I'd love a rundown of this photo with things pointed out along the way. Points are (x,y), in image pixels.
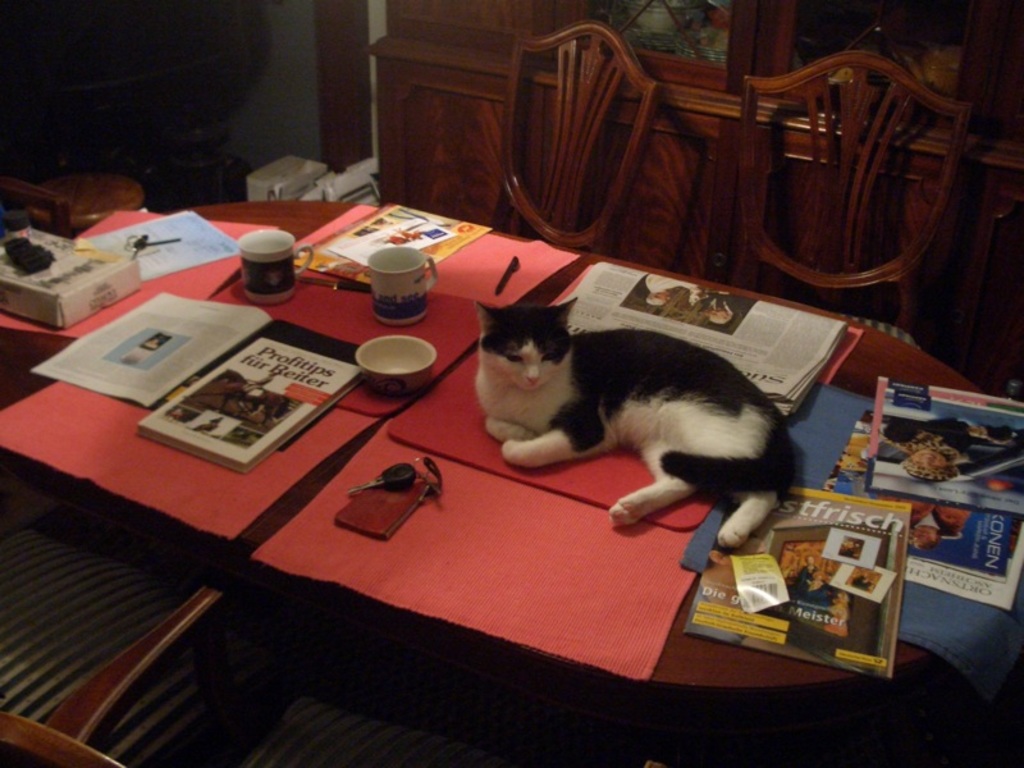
In this image, There is a table (770,325) on that table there are some books (845,601) and there is a newspaper (780,399) in white color and there are some cups (274,274) and there is a key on the table (611,304), There is a cat (525,386) sitting on the table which is in black and white color, In the background (614,191) there are some chairs (558,173) which are in brown color and there is a brown color wooden box (469,133).
